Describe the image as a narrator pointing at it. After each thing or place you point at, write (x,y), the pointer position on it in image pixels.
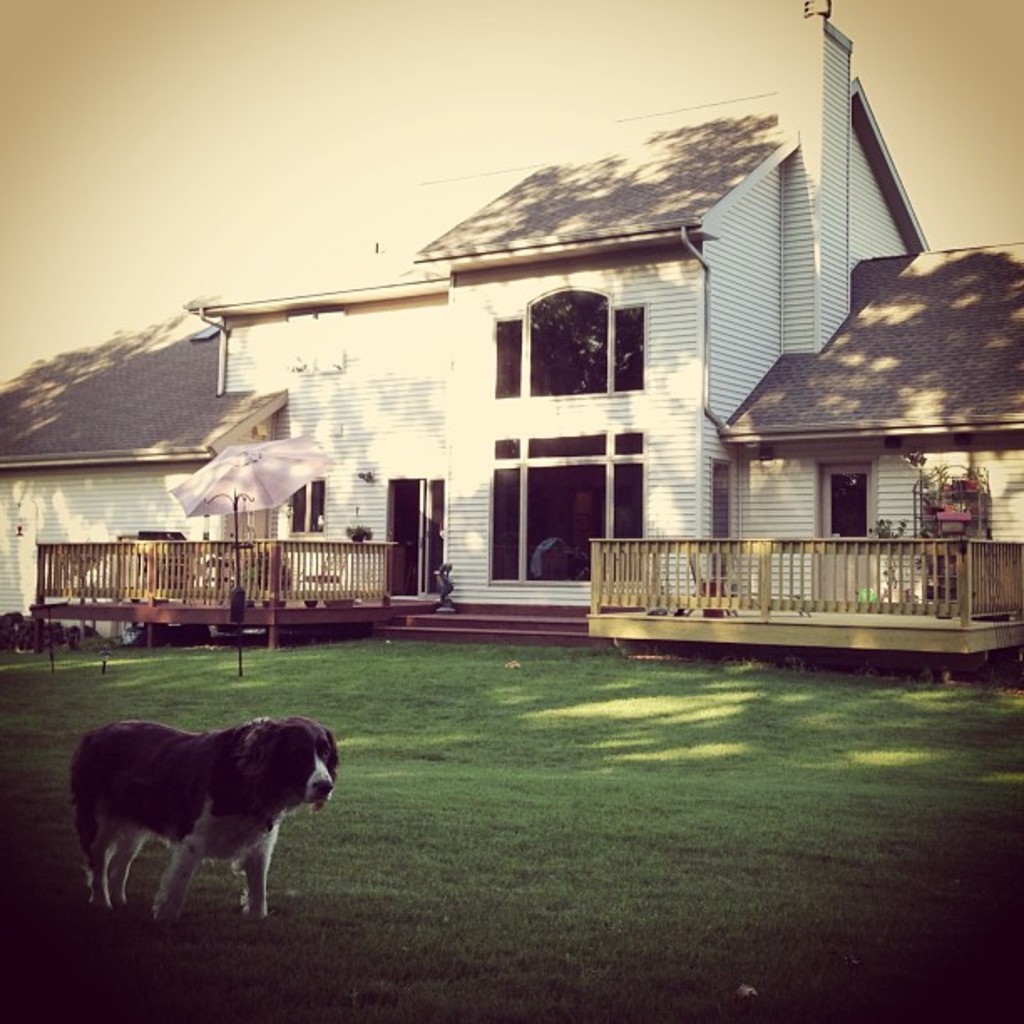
In the picture we can see a dog (247,839) on the grassland (454,734), we can see an umbrella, wooden railing (359,595), wooden houses (811,511) and the sky (239,106) in the background (646,74).
